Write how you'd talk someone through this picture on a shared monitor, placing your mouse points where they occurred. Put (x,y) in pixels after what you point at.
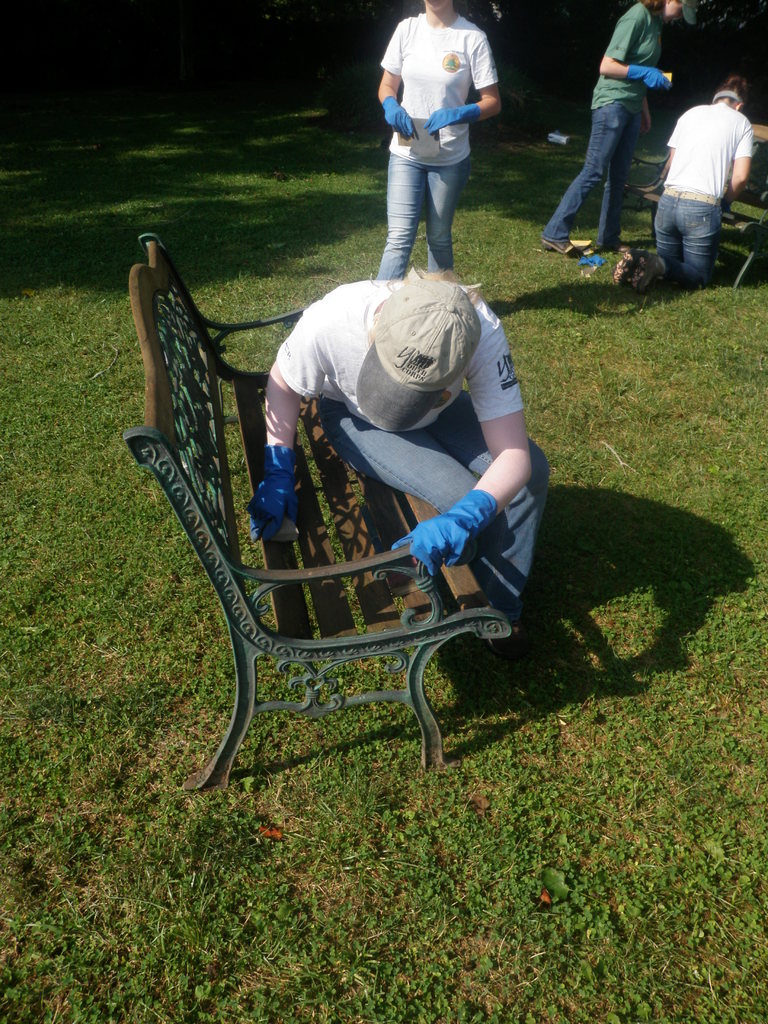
In this picture I can see there is a man (288,366) sitting on a bench (193,466) and in the backdrop (392,40) there are some people (575,210) standing and on the floor (244,767) there is grass (270,812).
